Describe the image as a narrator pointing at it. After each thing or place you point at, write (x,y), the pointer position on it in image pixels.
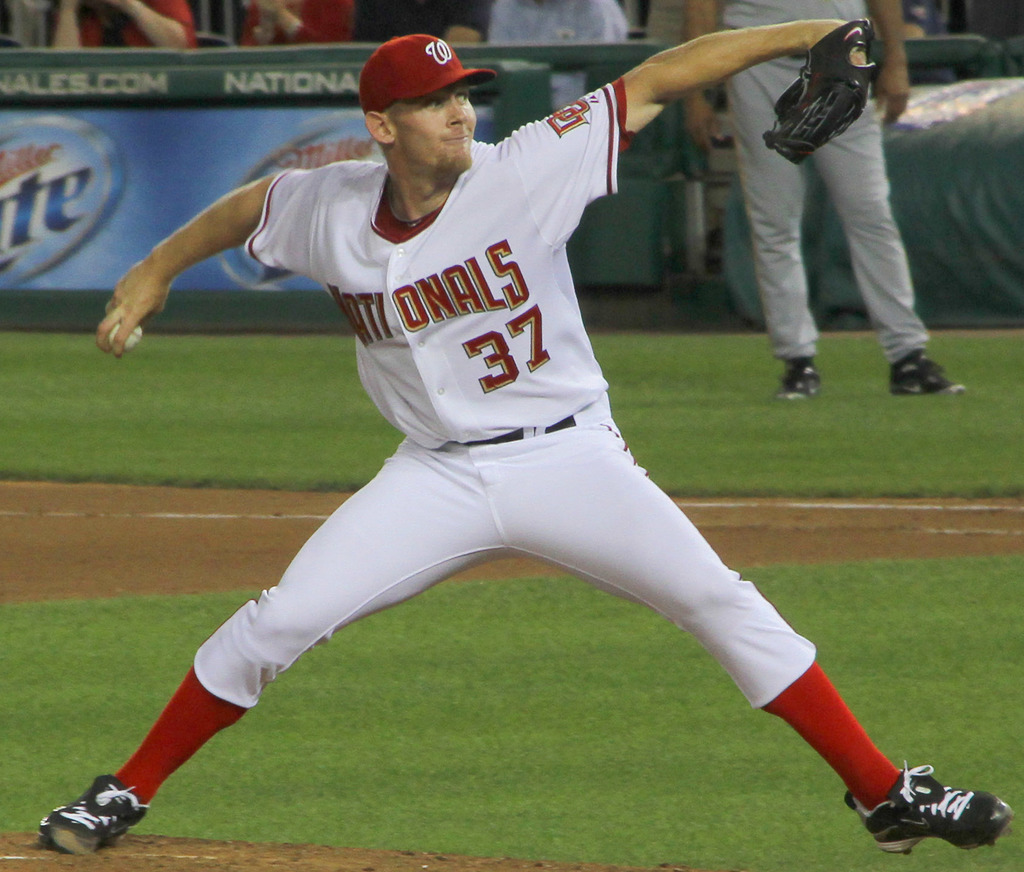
There is a person (506,450) wearing white dress (499,250), red cap (453,83) and gloves (799,132) is holding a ball (117,326). And something is written on the dress (420,368). In the back (454,652) there is grass lawn (689,425) and a person (848,155) is standing. Also there is a banner (156,145). And some people (192,22) are there in the background (555,27).
